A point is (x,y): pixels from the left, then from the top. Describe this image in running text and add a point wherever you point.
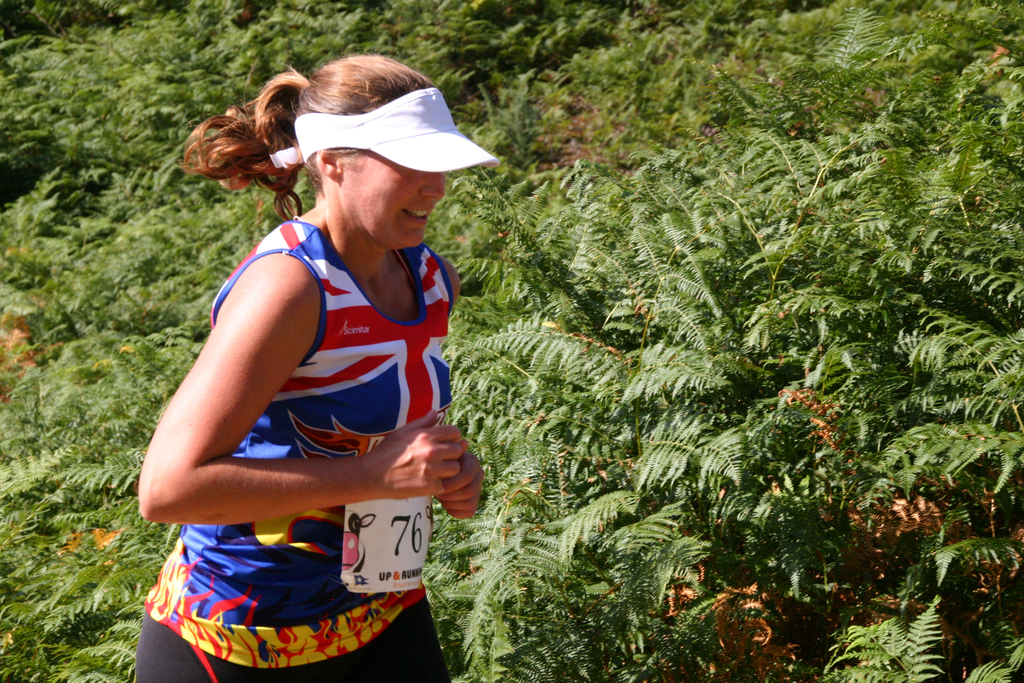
In the foreground of this image (374,355), there is a woman (325,436) running and in the background (851,228), there are ferns (633,165).
